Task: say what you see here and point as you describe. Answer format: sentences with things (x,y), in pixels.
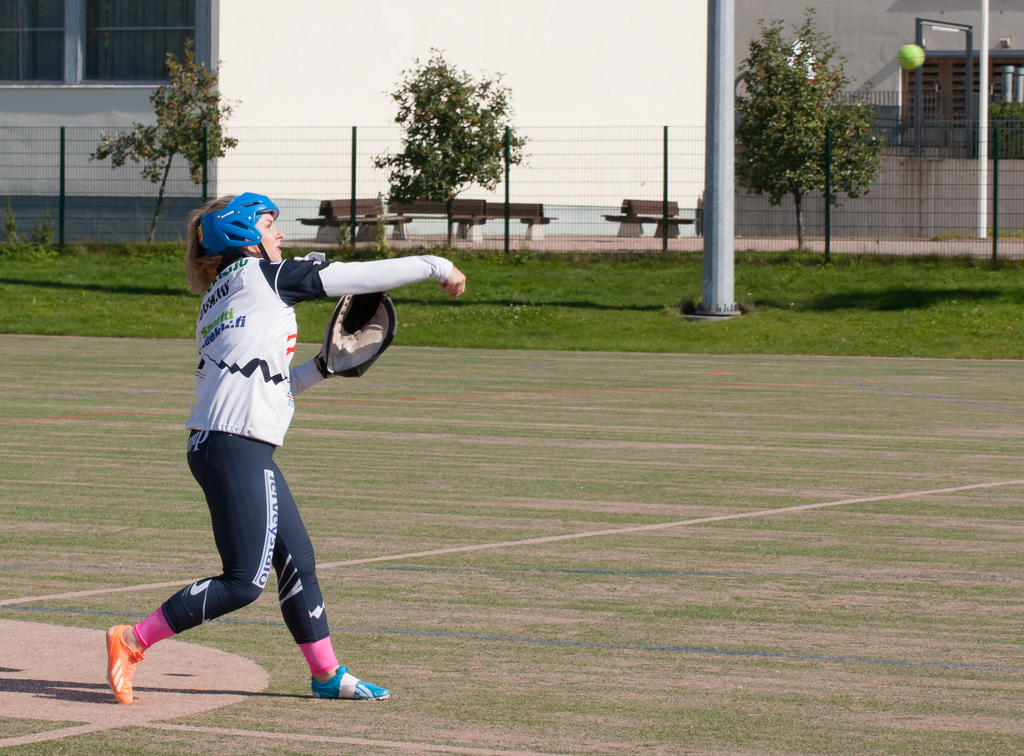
In this image I can see the person (253,286) is standing. I can see few poles (723,44), benches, trees (861,102), net fencing (366,127), ball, few buildings (172,16) and windows (195,35).
